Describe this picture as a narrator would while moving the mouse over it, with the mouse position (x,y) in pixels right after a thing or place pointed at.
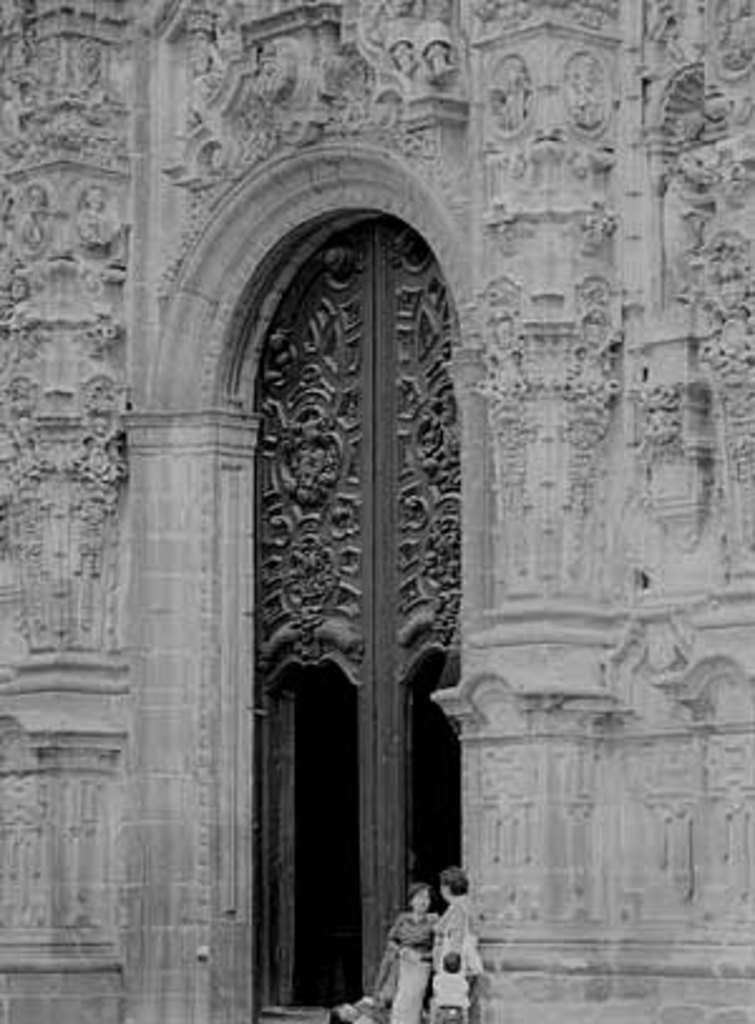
In this picture we can see a building (504,126), there are three persons (466,976) standing at the bottom (418,984), we can see a door (400,769) in the middle (383,593), it is a black and white image.
